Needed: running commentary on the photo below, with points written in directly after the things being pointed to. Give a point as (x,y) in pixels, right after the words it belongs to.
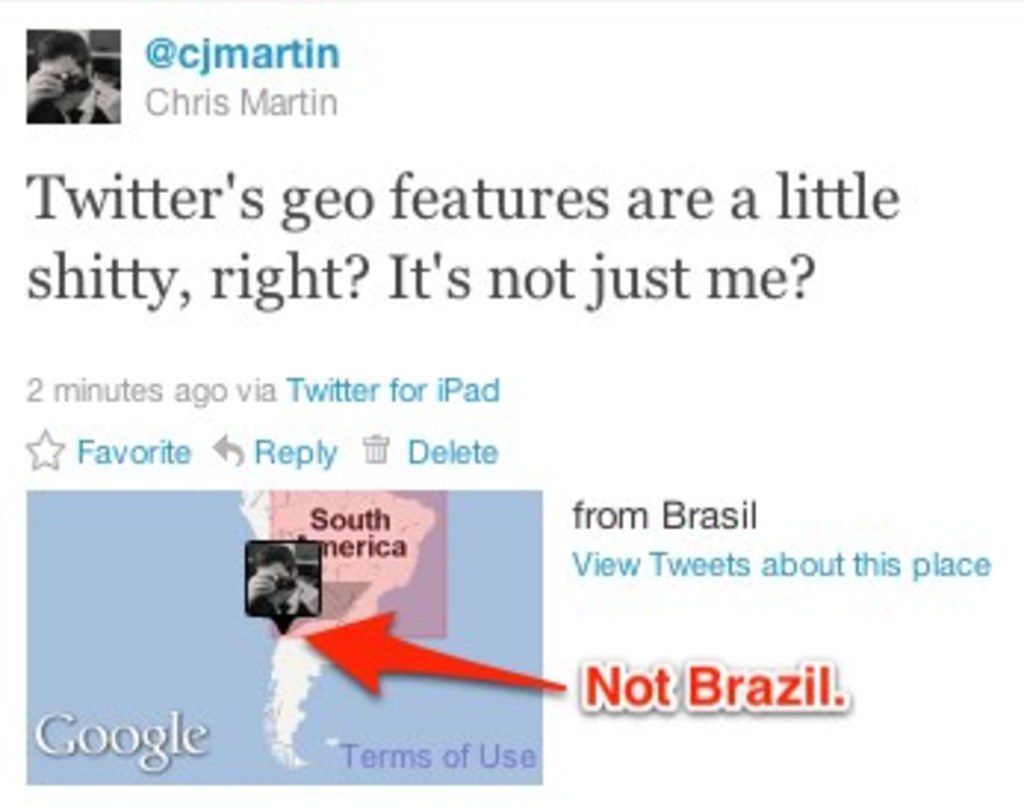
In the picture there is a screenshot (323,375) of a tweet (186,366) with some text (82,298), there are small profile photos (298,591) present, there is a map (177,598) present.
